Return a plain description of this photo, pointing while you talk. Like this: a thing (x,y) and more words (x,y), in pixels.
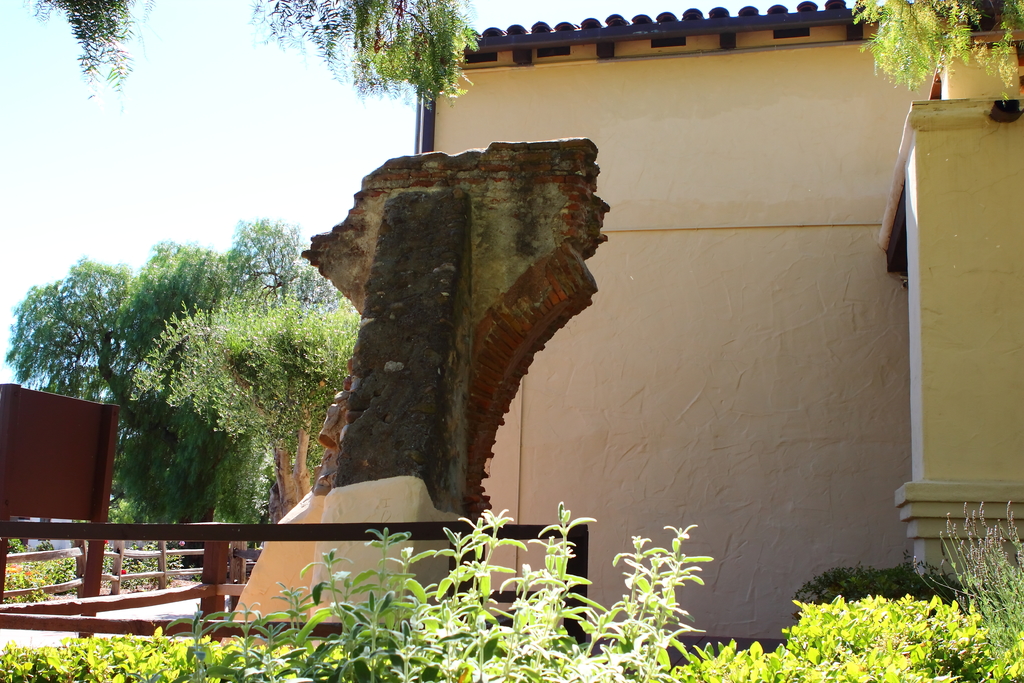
As we can see in the image there is a house (762,374), plants (159,635), fence (118,569), trees (160,426) and a sky (186,104).
